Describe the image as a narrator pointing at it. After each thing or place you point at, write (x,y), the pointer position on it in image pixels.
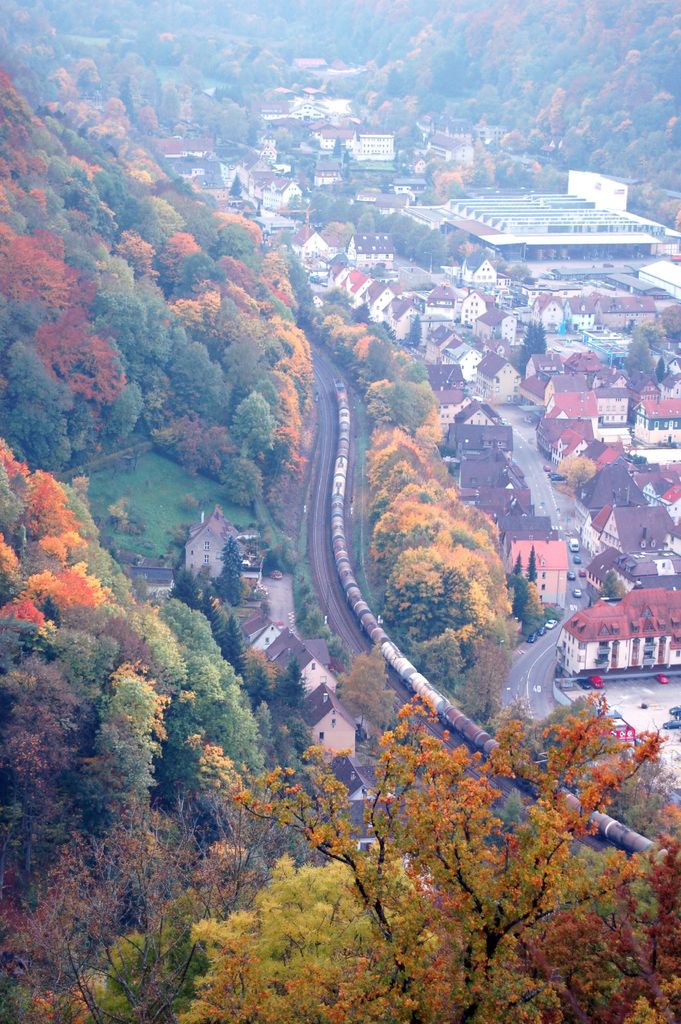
In the image we can see there are lot of trees (239,755) and there is a goods train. There are lot of buildings (663,522).
